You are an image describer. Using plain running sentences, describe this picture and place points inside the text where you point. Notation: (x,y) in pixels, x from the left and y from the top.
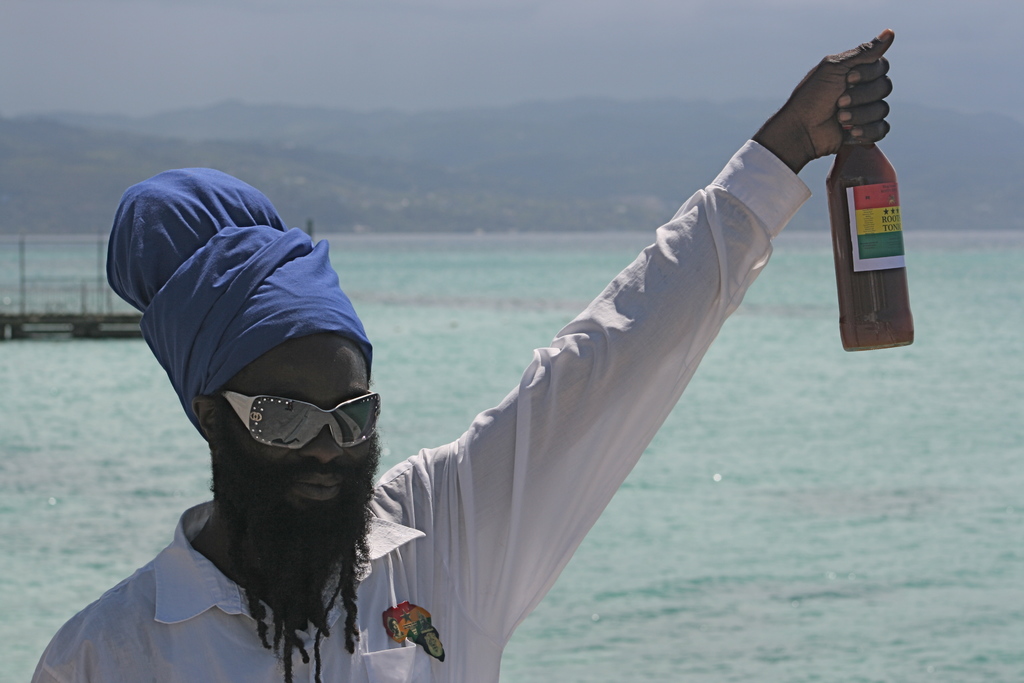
In this picture there is a man (392,491) who is holding a bottle (891,285). There is water (484,271) at the background (500,299).
